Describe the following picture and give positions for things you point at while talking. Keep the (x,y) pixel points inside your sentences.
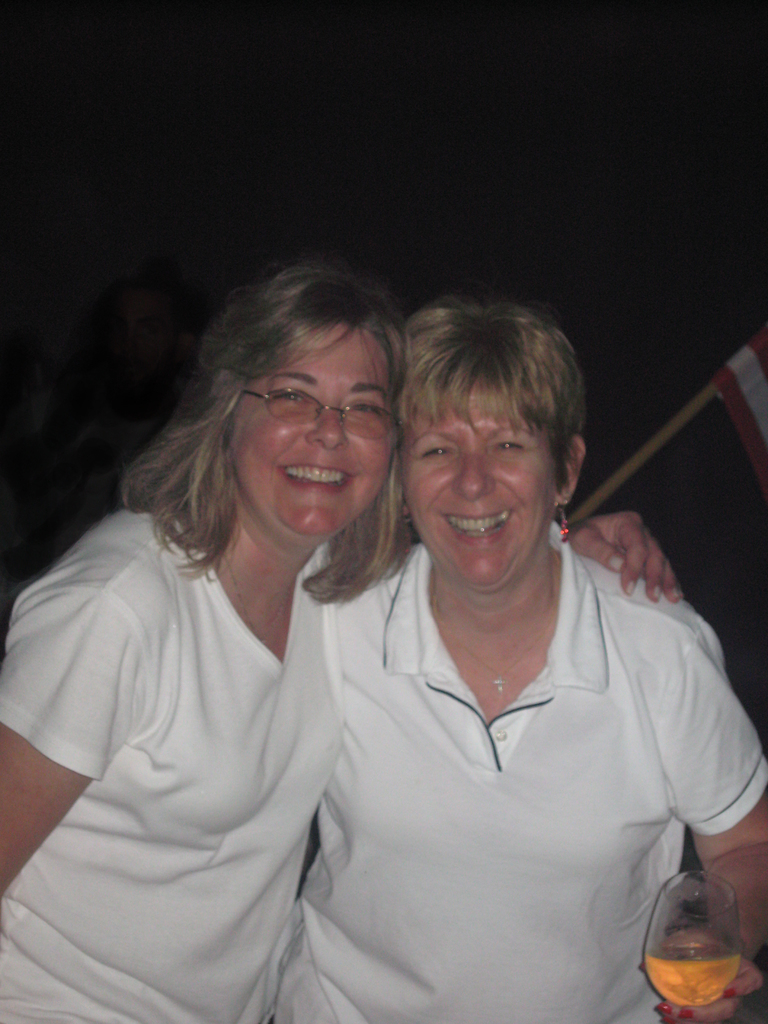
This picture shows two women (466,466) standing with a smile (291,480) on their faces (435,519) and holding a wine glass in her hand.
